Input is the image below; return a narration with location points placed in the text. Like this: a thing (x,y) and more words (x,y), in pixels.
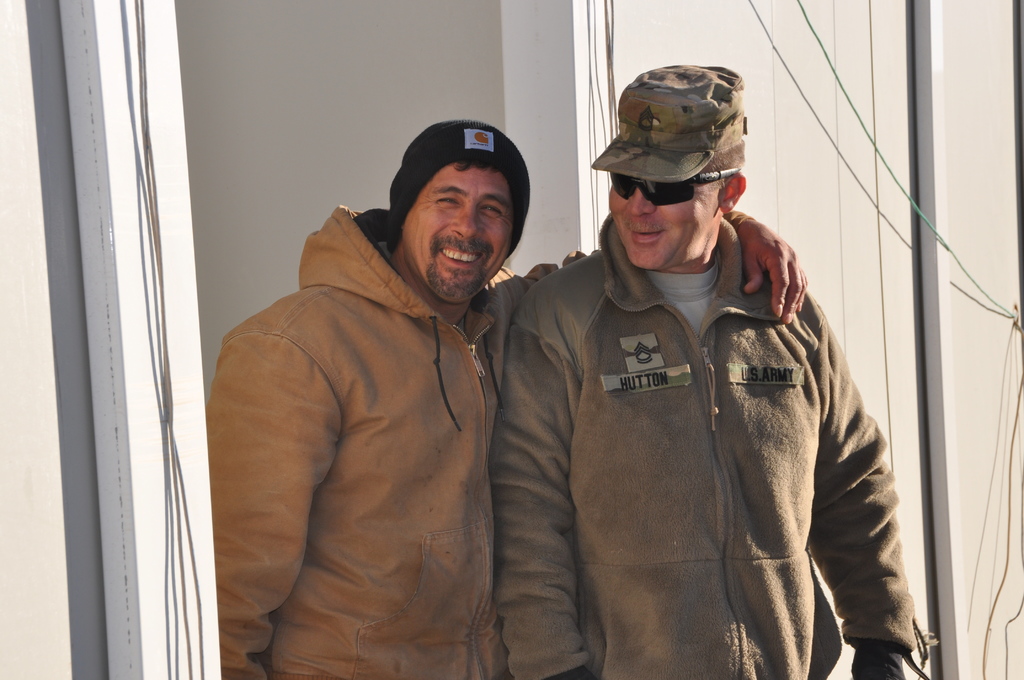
In this image, we can see persons (597,342) in front of the wall (437,75). These persons (463,183) are wearing clothes (615,521) and caps (708,120).
